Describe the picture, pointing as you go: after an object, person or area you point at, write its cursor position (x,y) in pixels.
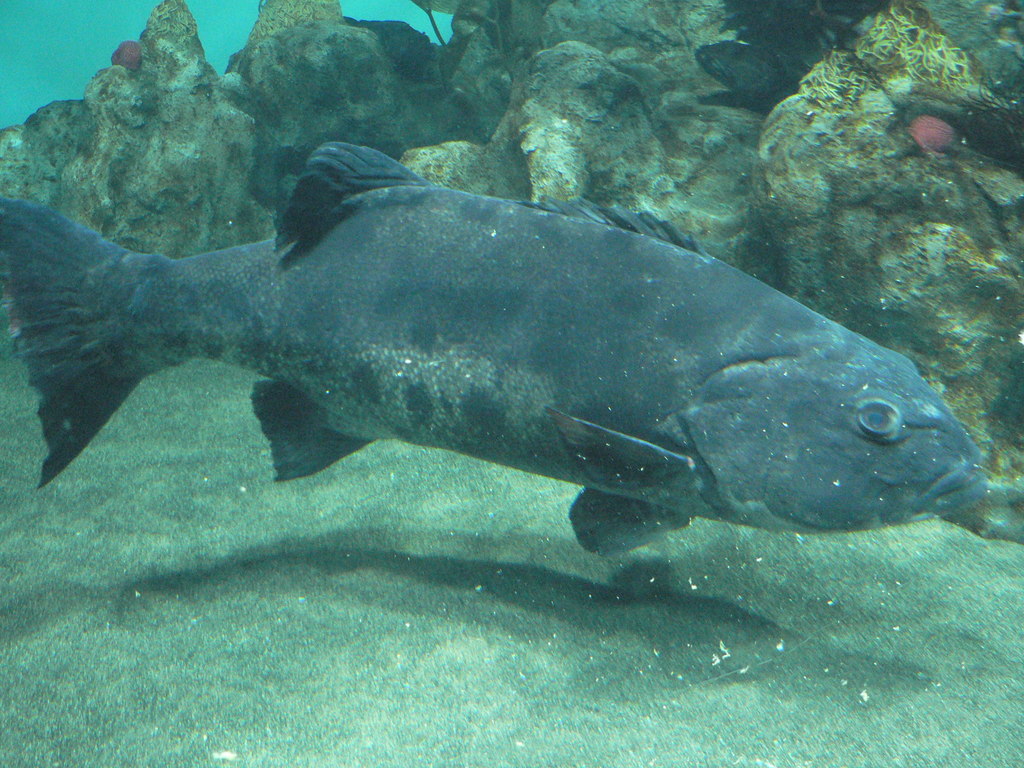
In this image we can see a fish (624,430) in the water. In the background (946,247), we can see some rocks (727,113).
